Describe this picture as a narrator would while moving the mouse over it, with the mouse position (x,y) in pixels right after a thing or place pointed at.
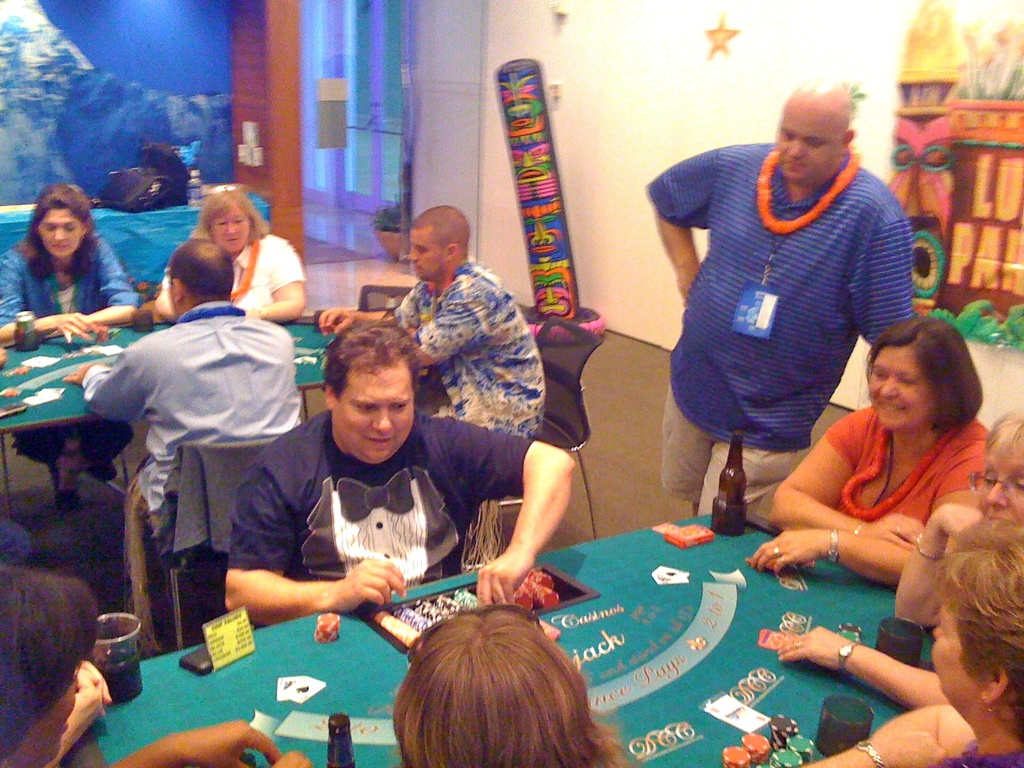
In the image there are few people (337,567) sat around table (750,700) playing cards (291,685). And a man (711,331) stood in the right side (830,212) staring at them.
